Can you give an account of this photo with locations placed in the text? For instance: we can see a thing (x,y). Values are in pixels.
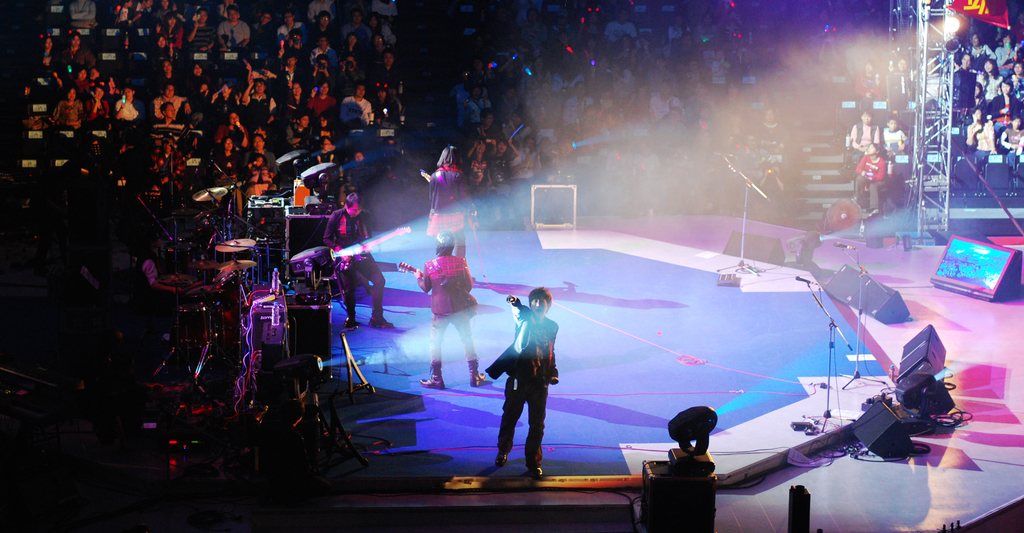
At the foreground of the image (292,217) there are some persons (547,382) who are playing musical instruments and there are some sound boxes (313,319) around them and at the background of the image (317,116) there are some spectators (616,135) sitting and watching the show.
